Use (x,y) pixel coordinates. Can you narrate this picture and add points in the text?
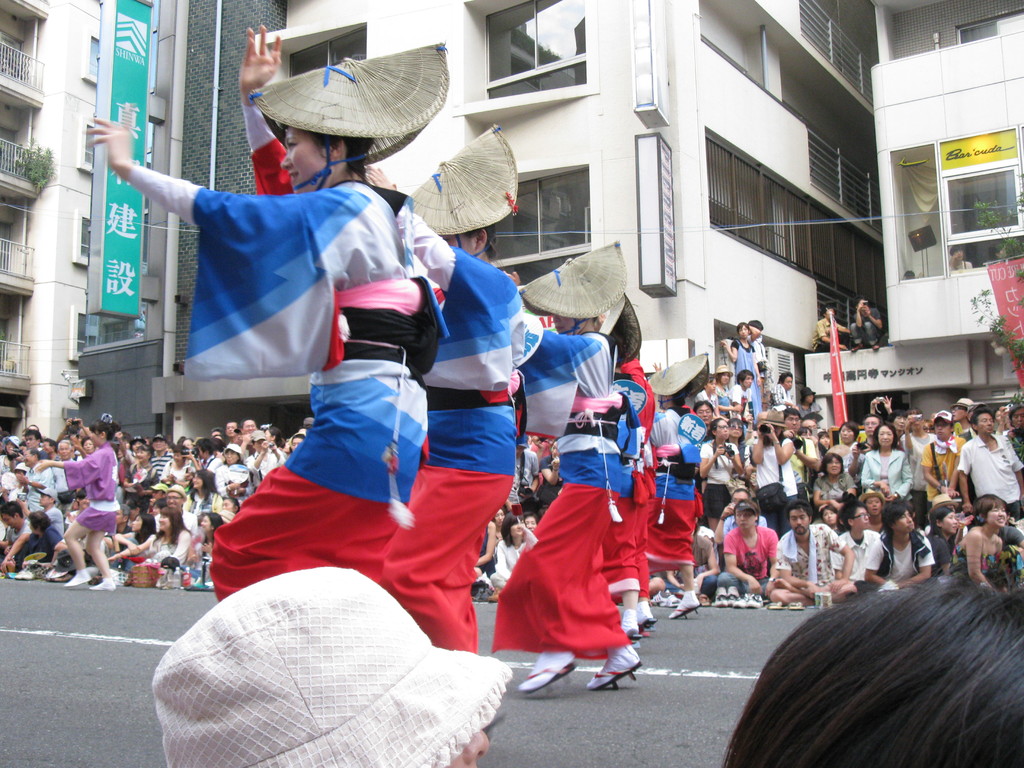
In this picture we can see group of women (294,348) wearing blue and red color dresses (419,499) with caps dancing on the road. Behind there is a group of audience (799,511) enjoying and taking photographs. In the background (607,171) there are some buildings (411,182).
